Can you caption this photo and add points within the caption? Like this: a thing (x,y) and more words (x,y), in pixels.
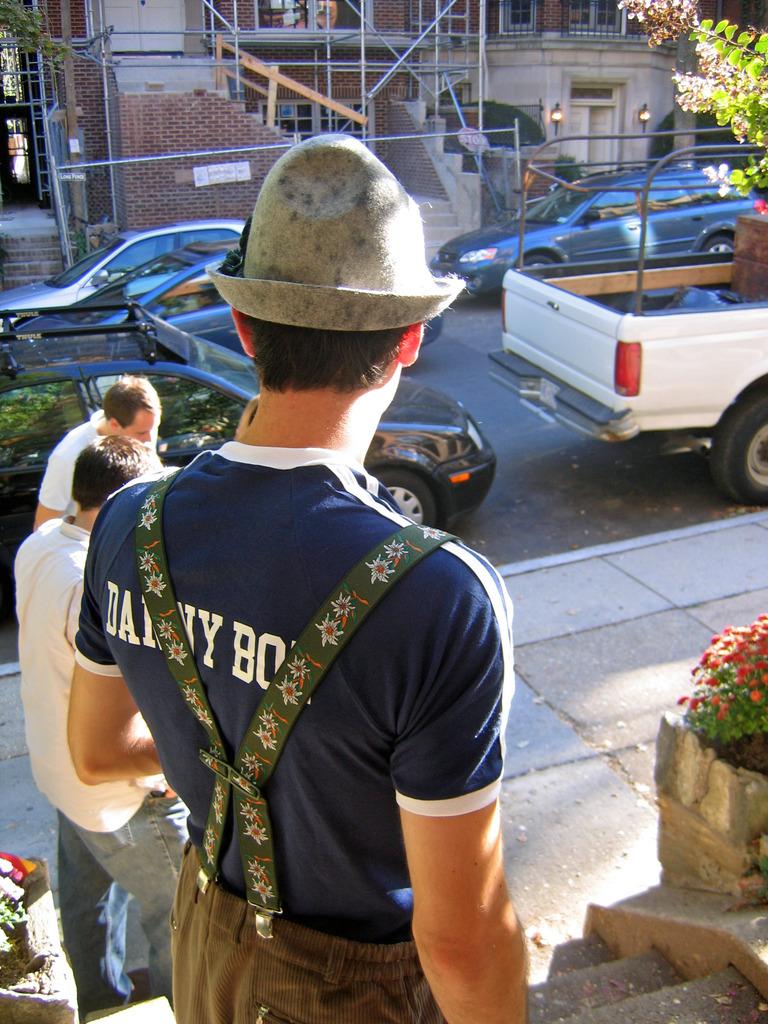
In this image we can see three persons (199,597) are standing, there are some plants (755,177) and flowers (739,671). Few cars (439,271) are parked on the road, there is a building (326,91), and a person (307,478) is wearing a hat (342,256).
